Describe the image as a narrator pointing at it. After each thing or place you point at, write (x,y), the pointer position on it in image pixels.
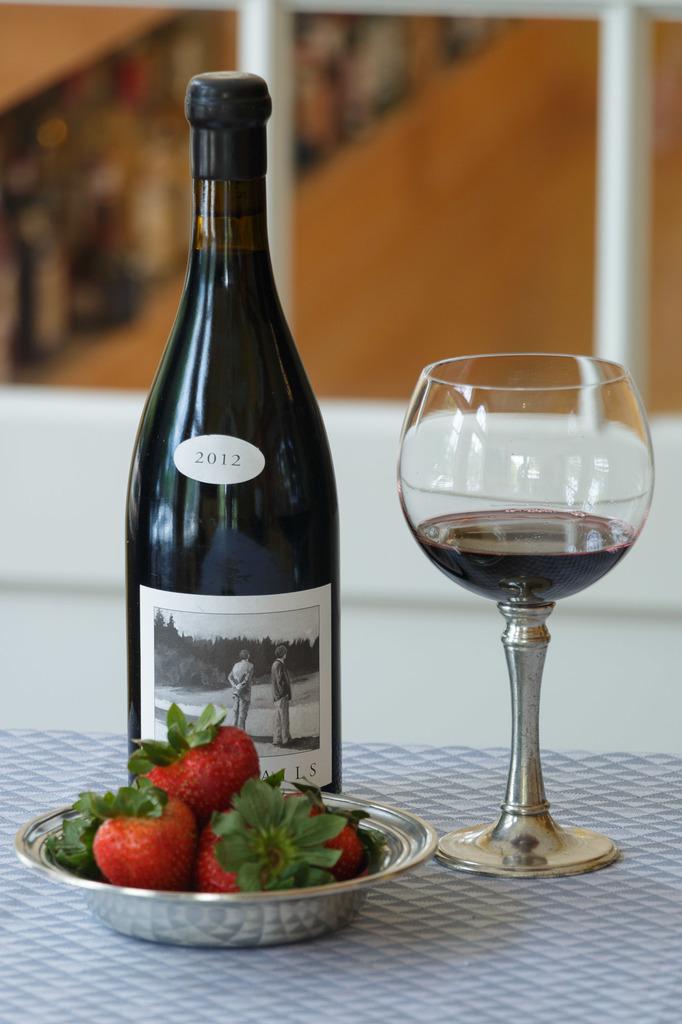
This is a table (521,944) where a wine bottle (269,736), a glass of wine (518,763) and a plate of strawberries (220,888) are kept on it.
